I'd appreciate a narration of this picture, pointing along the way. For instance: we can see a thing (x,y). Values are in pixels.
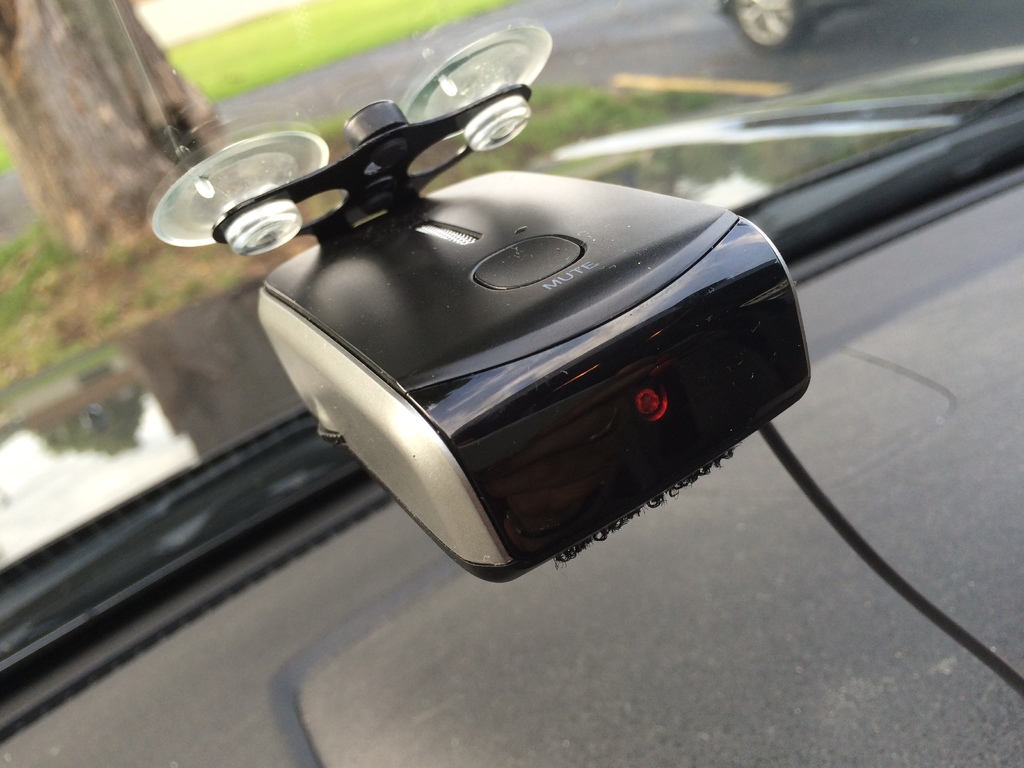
In this image in the center (565,396) it might be a device (566,345), at the bottom (246,578) there is a vehicle (1003,292) and in the background (174,118) there are some vehicles (785,33), grass (95,295) and trees (91,78).
